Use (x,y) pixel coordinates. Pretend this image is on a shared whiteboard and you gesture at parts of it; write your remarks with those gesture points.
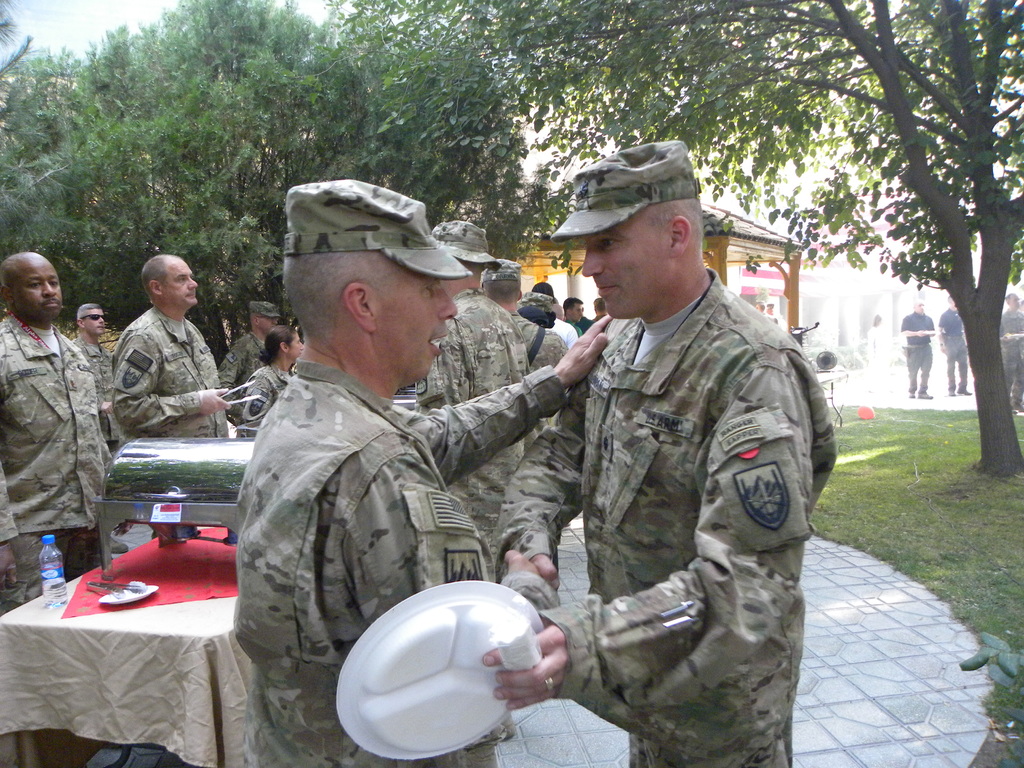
In this image in the foreground (783,385) we can see there are two people (447,475) shaking hands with each others.
